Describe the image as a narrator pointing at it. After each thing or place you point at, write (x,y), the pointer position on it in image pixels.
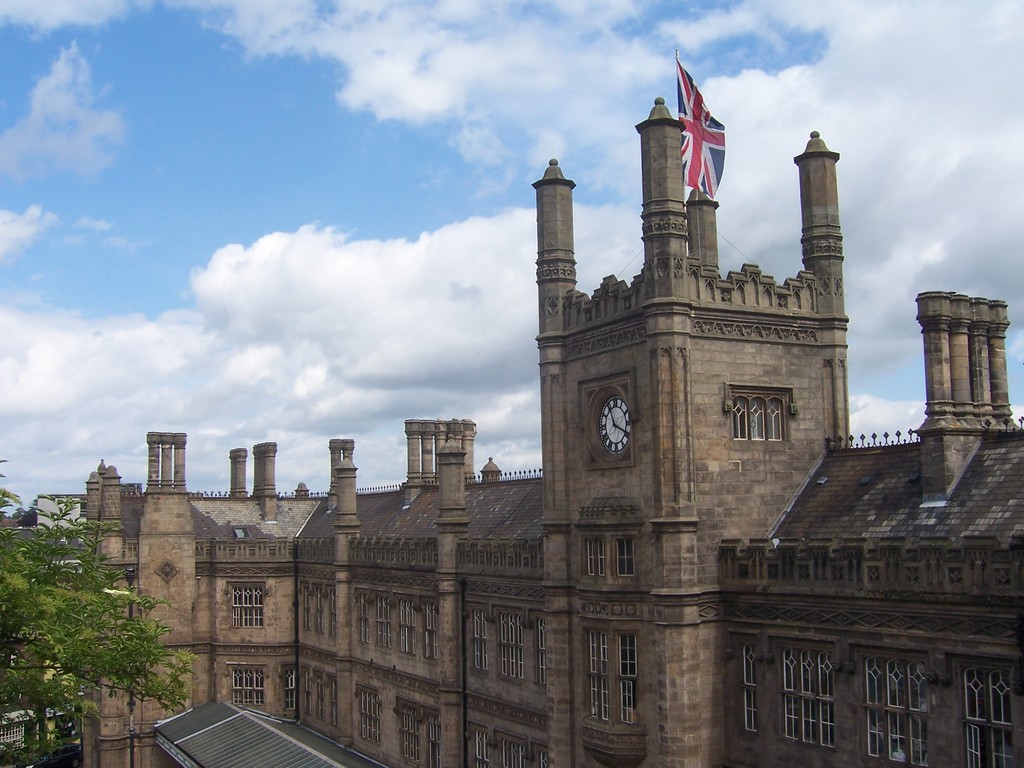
In this picture I can see a building (320,539) in front (669,324) and I see a clock (616,399) on it and I see a flag (690,146) on top (691,122) which is of blue, red and white in color and on the left side of this image (105,608) I see the trees (95,650). In the background (110,444) I see the sky (901,40).
